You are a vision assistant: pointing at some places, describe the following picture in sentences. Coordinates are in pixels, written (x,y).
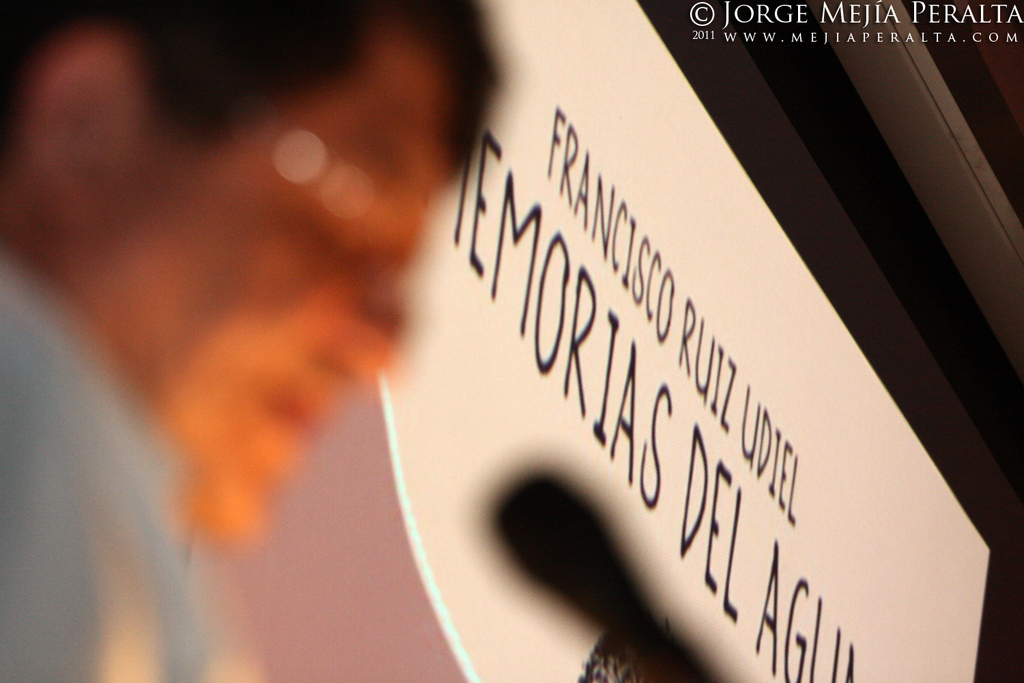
On the left side of this image (88,371) I can see a person (91,290). In front of this person (137,364) there is a mike (553,540). In the background (699,334) there is a white color board (750,360) on which I can see some text (663,320) in black color. On the right top of the image (834,17) I can see some text (798,11).
